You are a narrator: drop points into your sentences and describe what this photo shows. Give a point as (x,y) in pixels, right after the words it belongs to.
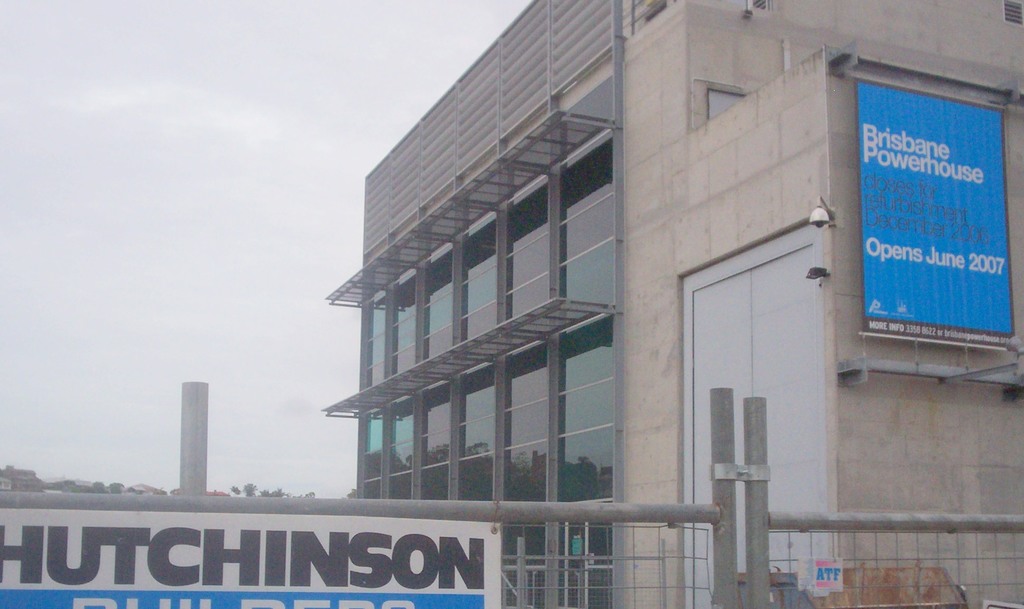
Bottom of the image (827,540) there is fencing (52,542). Behind the fencing (859,519) there is a building (946,407). Top left side of the image (278,42) there are some clouds (398,12) and sky (45,61).
